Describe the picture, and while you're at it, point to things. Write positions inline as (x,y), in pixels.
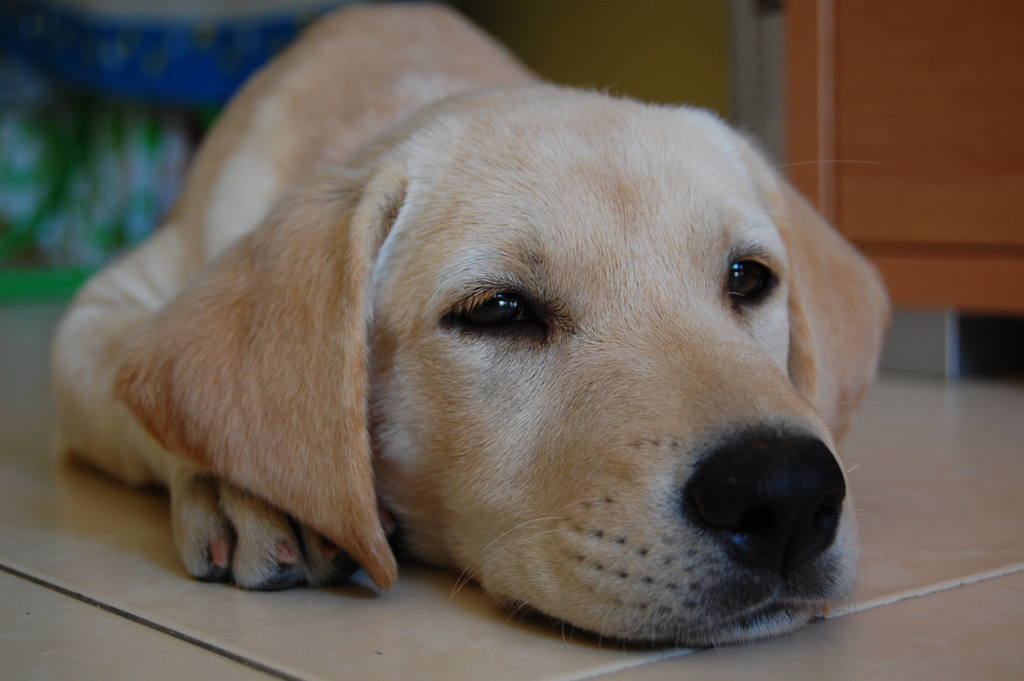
In this image I can see a cream colour dog (391,271). I can also see this image is little bit blurry from background (49,35).
